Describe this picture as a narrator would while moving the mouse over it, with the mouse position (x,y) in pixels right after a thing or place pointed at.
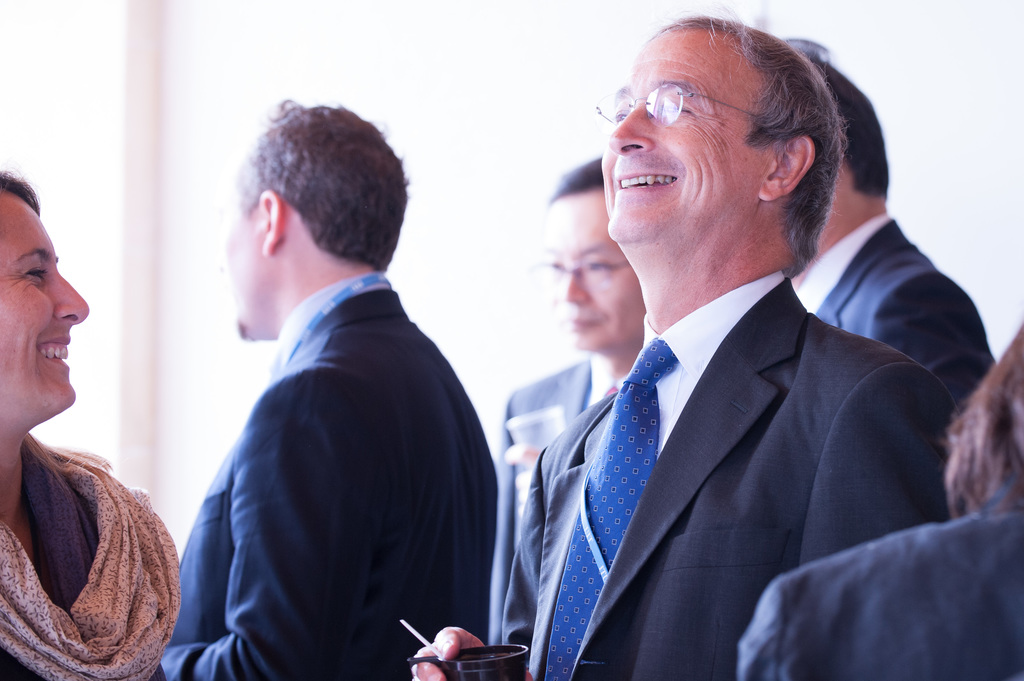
Here in this picture we can see a group of people (584,452) standing over a place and the people (584,443) in the front (468,641) are smiling and the man (436,638) in the front (479,657) is holding a cup (459,668) in his hand (455,647).
